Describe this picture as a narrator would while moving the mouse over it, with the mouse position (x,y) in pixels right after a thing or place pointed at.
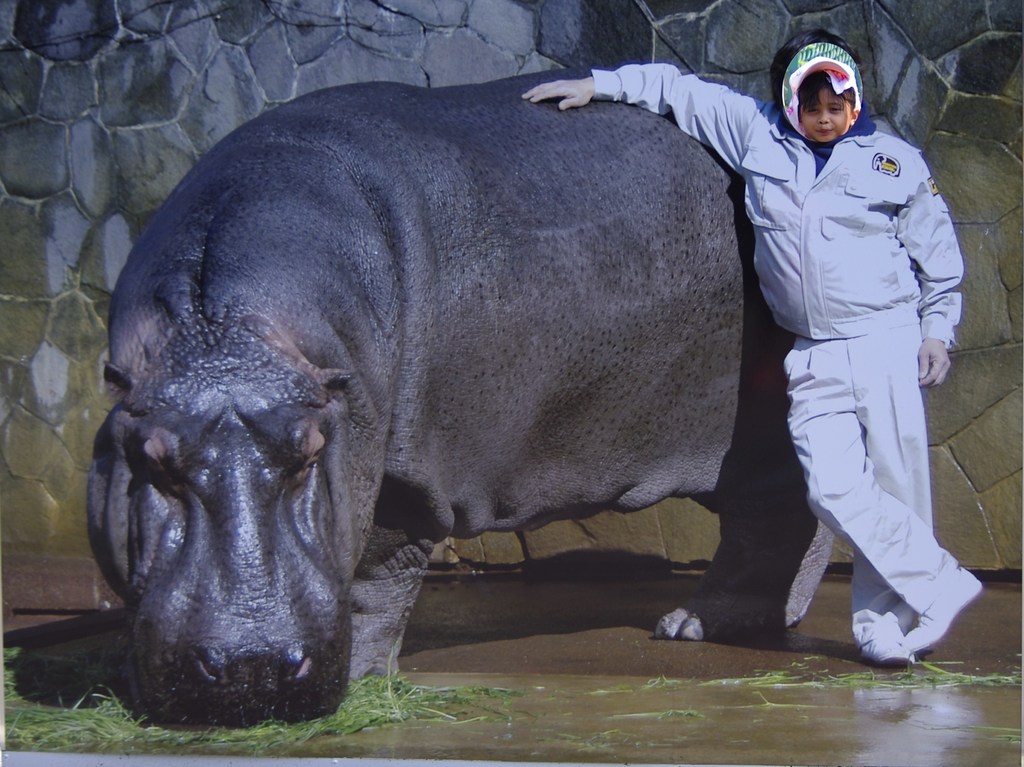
In this image, we can see a hippopotamus (548,461) and person (832,478) are standing on the ground (710,712). Here a person (871,315) wearing a cap (830,69). At the bottom (923,679), we can see grass (924,666) and water (913,695). Background we can see the wall (765,45).
